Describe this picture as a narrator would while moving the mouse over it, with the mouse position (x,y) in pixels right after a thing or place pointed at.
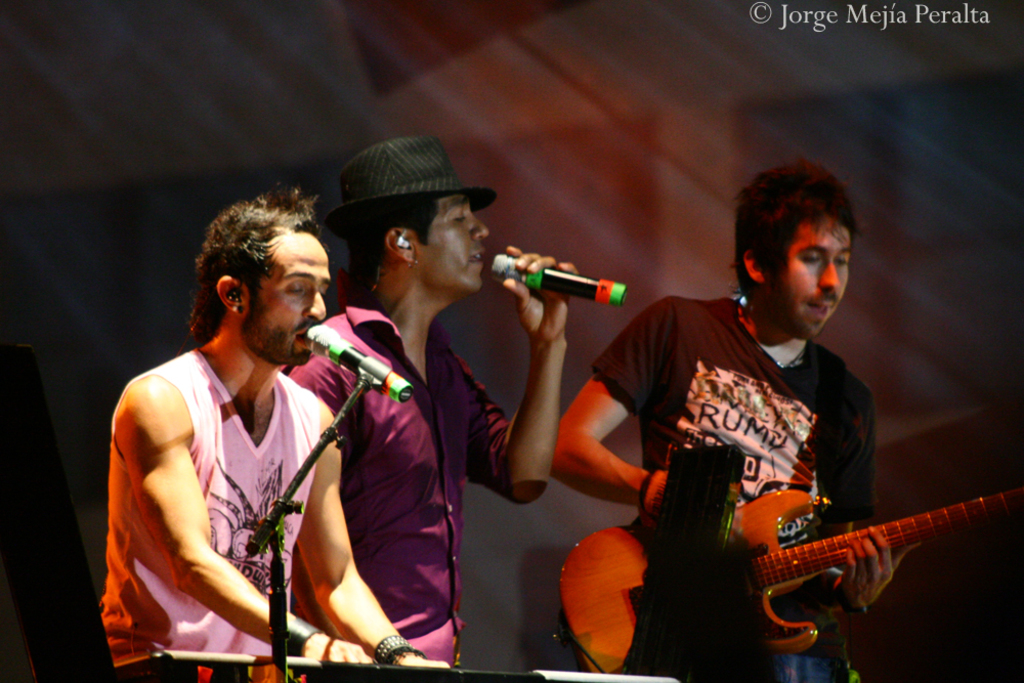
In this image there are three musicians (505,448). The man (756,429) at the right side (764,474) is holding a guitar (783,565) and playing. The man (523,268) in the center (469,381) is holding a mic (505,266) and is singing, and he is wearing a black colour hat (409,178). The man (243,449) at the left side (219,500) is playing a musical instrument (425,672) and he is also singing in front of the mic (316,338).
